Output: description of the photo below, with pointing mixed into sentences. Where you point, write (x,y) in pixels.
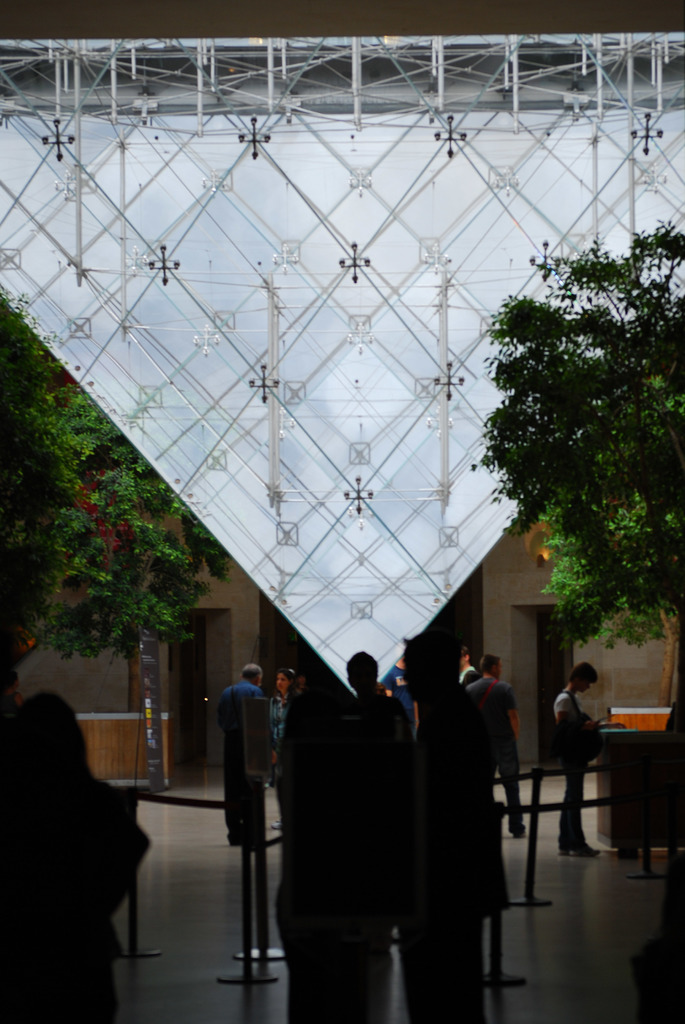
In the image there are many people (476,775) walking and standing on the floor (182,780), there are trees (62,617) on either side of the image and on above ceiling (653,7) there is a glass pyramid (347,115) with a stand (611,80) above it.
